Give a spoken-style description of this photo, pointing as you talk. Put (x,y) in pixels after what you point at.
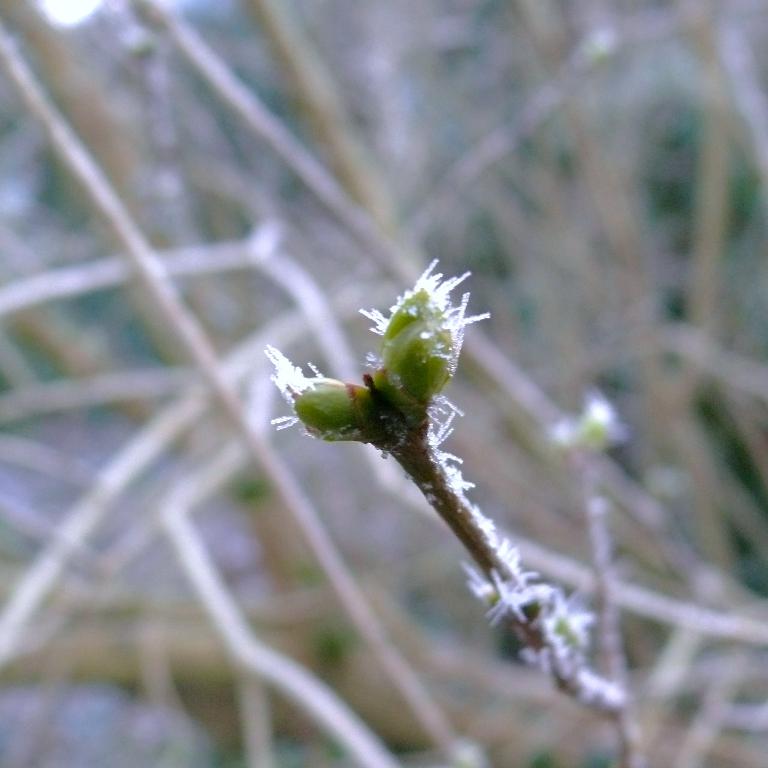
In this image I can see a green colour thing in the front (441,393) and behind it I can see number of sticks (319,193). I can also see this image is blurry in the background (509,291).
